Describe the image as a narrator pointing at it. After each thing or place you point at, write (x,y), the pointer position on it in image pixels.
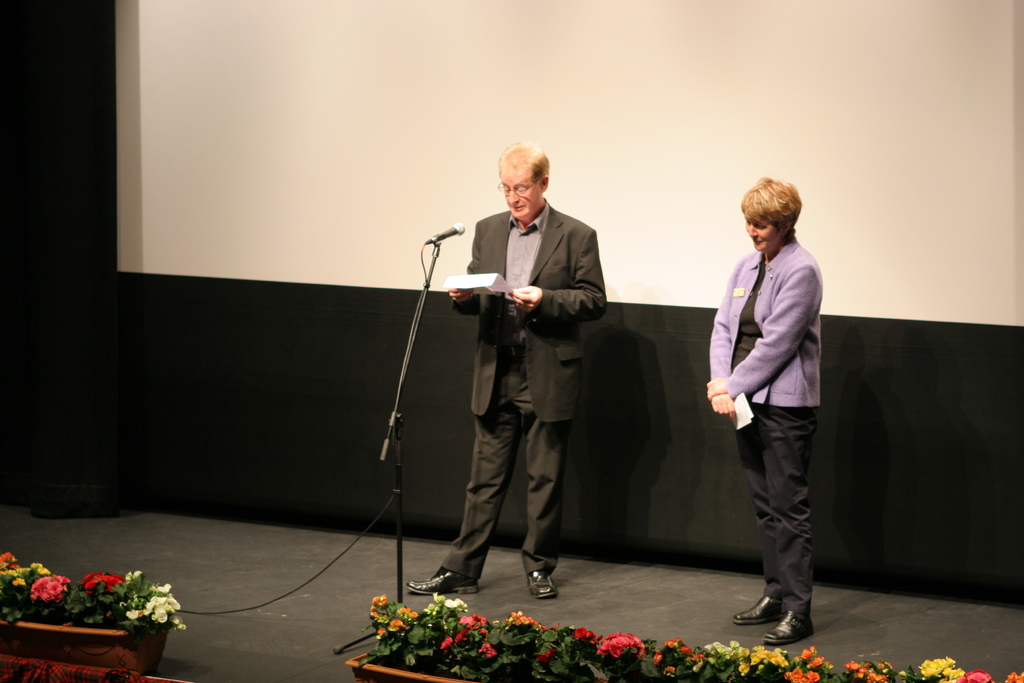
In this image we can see one man (567,434) and woman (777,457) is standing. Men (543,290) is wearing black color suit (522,386) and holding paper (487,286) in his hand (525,291), woman (768,349) is wearing purple color coat (800,322) with pant (784,470) and holding paper (752,415). Behind white screen (452,111) is there. Bottom of the image (77,603) flower plants (92,615) are present.
